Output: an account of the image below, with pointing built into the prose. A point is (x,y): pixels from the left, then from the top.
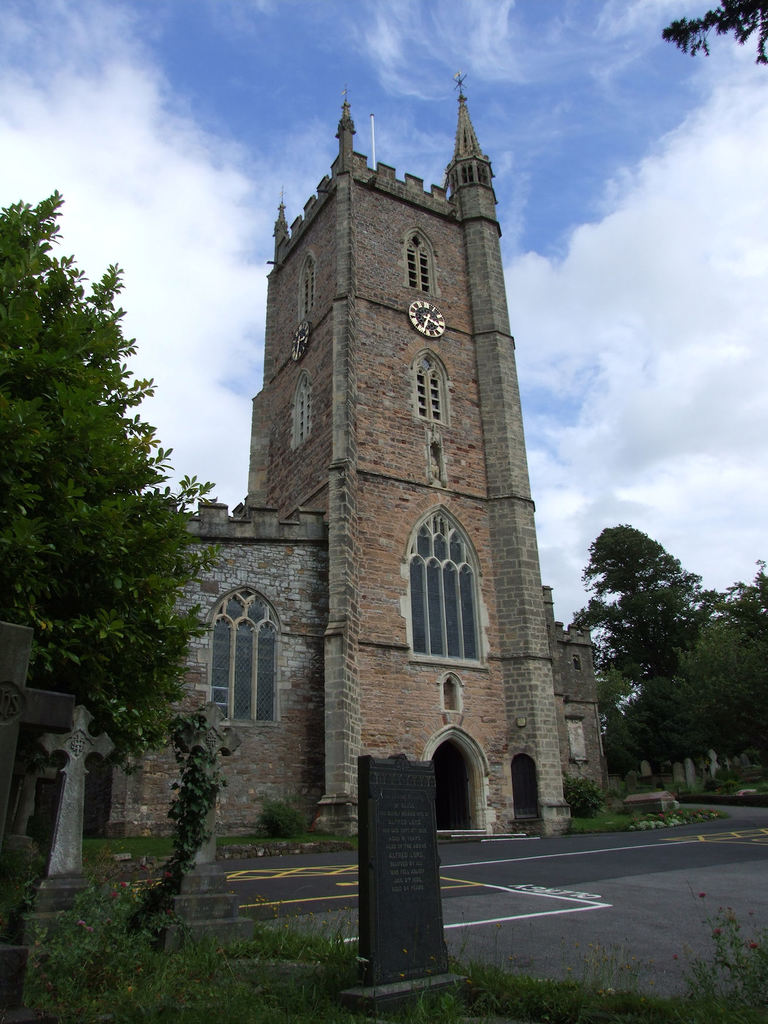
In this image, we can see a building (377,697), walls (319,684), windows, pillars (336,372) and clocks (305,334). On the right side (735,785) and left side (123,919), we can see trees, plants (191,850). At the bottom (675,1006), we can see the road (519,891), stairs (506,839), grass (482,983) and cemeteries (21,999). Background (751,461) there is the cloudy sky (551,93).
